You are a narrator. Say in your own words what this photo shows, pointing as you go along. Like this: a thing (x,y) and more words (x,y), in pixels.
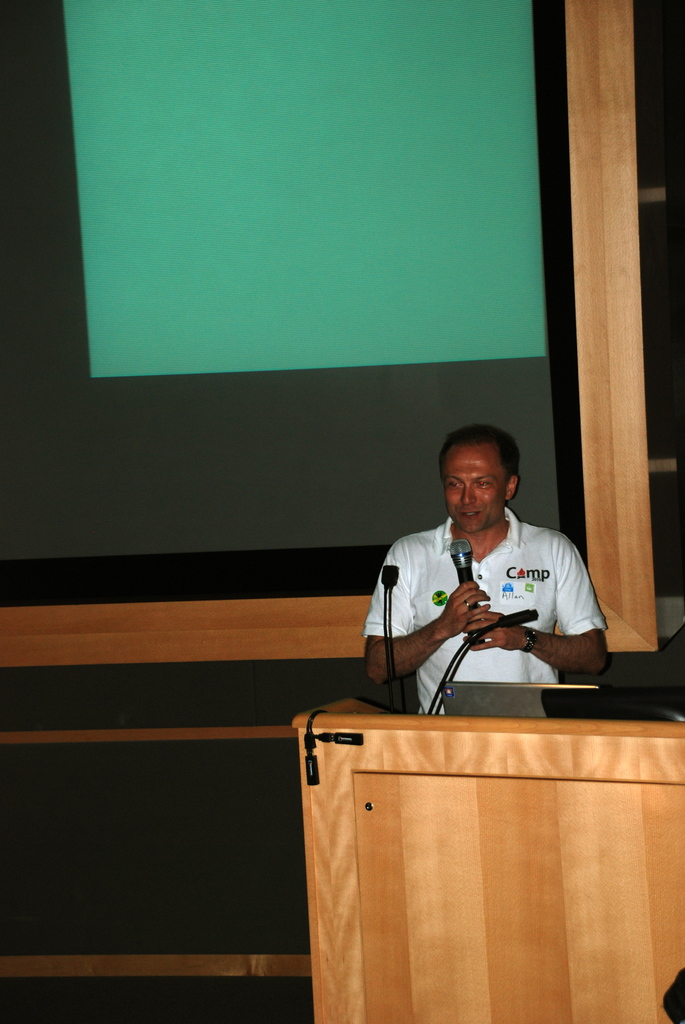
On the right side of the image (558,563) we can see a man (506,567), he is holding a microphone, in front of him we can see a podium (422,784).
